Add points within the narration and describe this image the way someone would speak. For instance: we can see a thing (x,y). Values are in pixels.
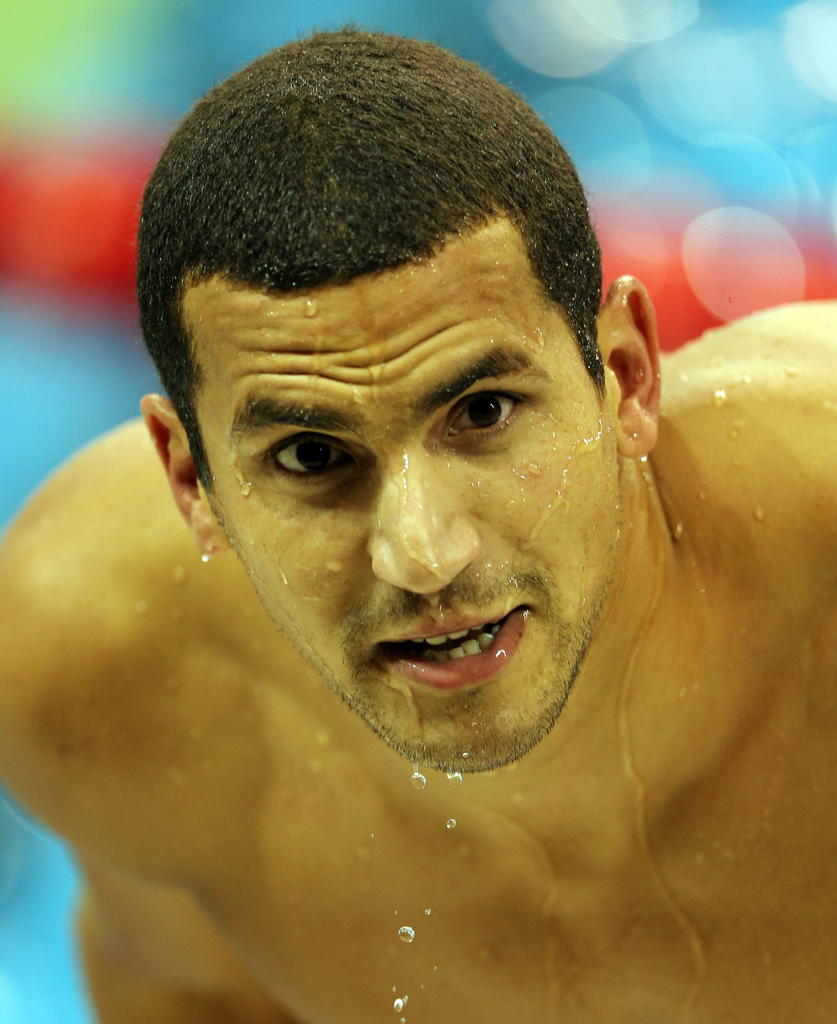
In this picture I can see a man (300,718) and I can see water droplets (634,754) on his body (731,668) and face (539,607) and I can see blurry background (5,332).
